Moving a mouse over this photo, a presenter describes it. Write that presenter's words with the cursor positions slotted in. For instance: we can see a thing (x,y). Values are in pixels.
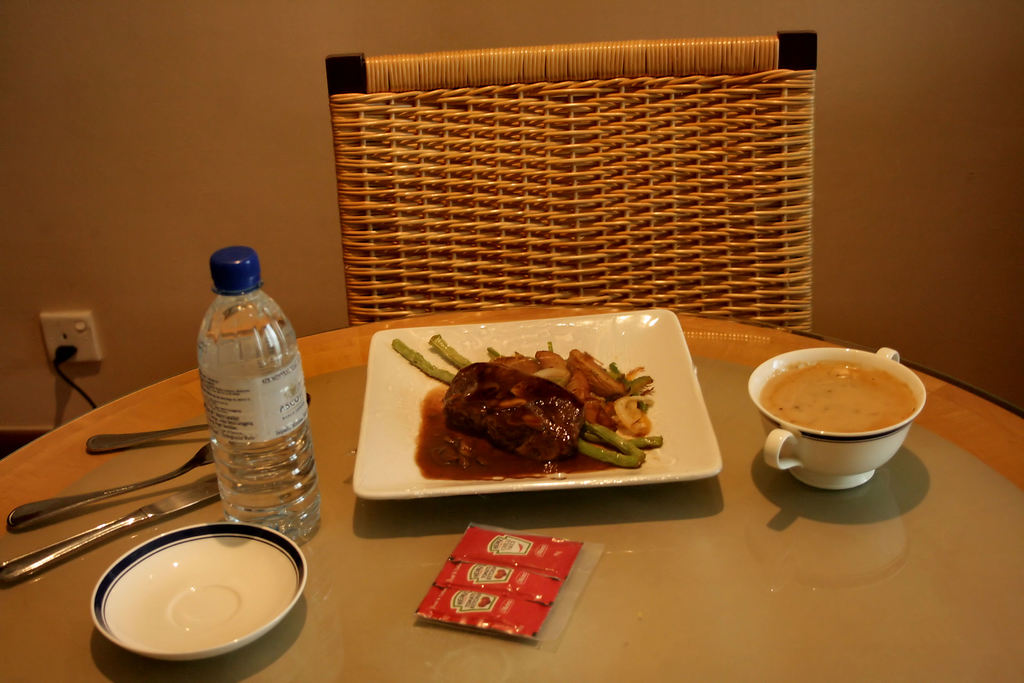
In a room (7,289) there is a food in plate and a water bottle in front of chair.
